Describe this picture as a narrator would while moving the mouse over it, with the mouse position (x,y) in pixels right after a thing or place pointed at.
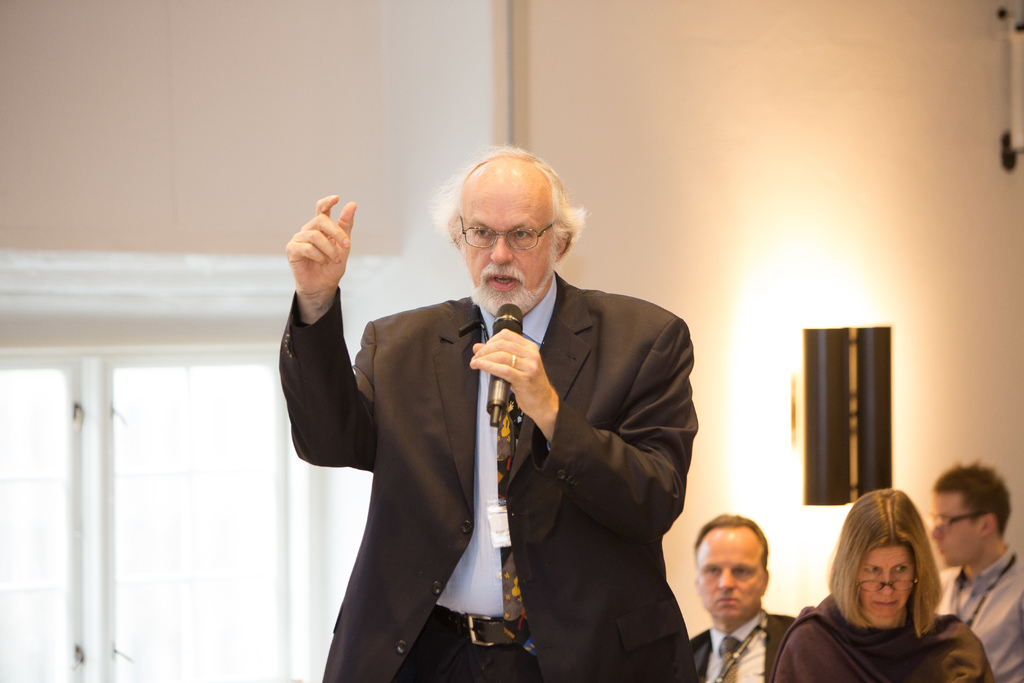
In this image i can see a man (536,337) standing and holding micro phone (497,325) at the back ground (860,509) i can see few other people (895,575) sitting a wall (707,248), and a window (156,548).
